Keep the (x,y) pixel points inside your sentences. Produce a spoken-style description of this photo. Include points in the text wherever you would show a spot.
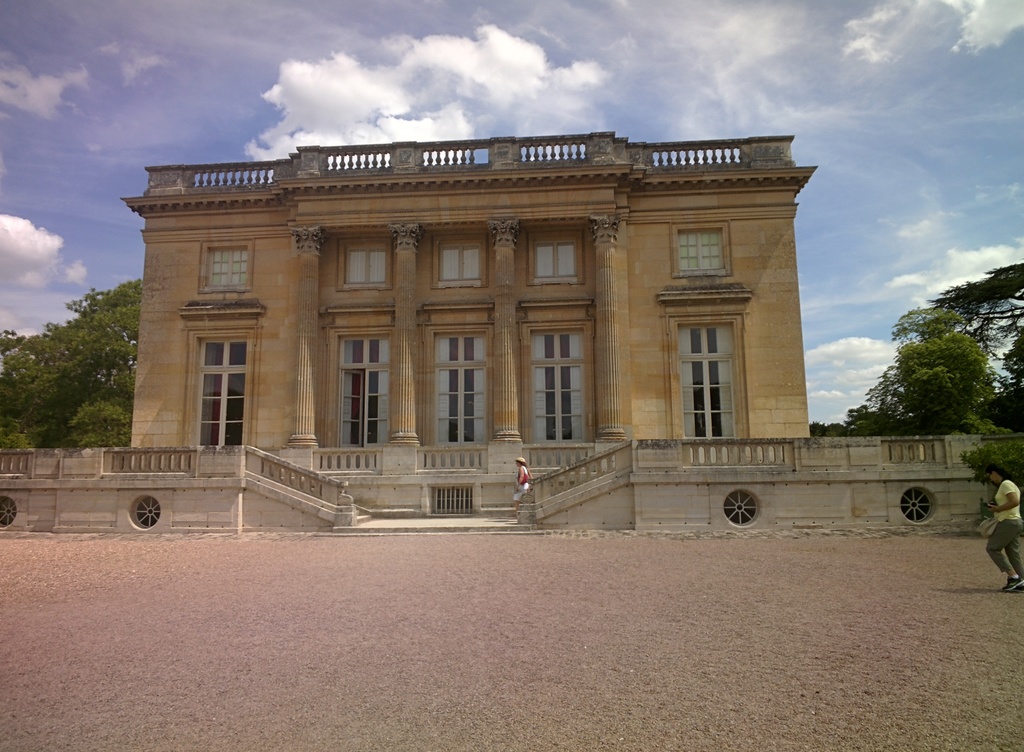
In this image I can see 2 people (1009,511) and a building (289,375) at the back (396,482). It has railing (694,440) and stairs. There are trees (928,334) on the either sides and there is sky (477,87) at the top (814,87).
